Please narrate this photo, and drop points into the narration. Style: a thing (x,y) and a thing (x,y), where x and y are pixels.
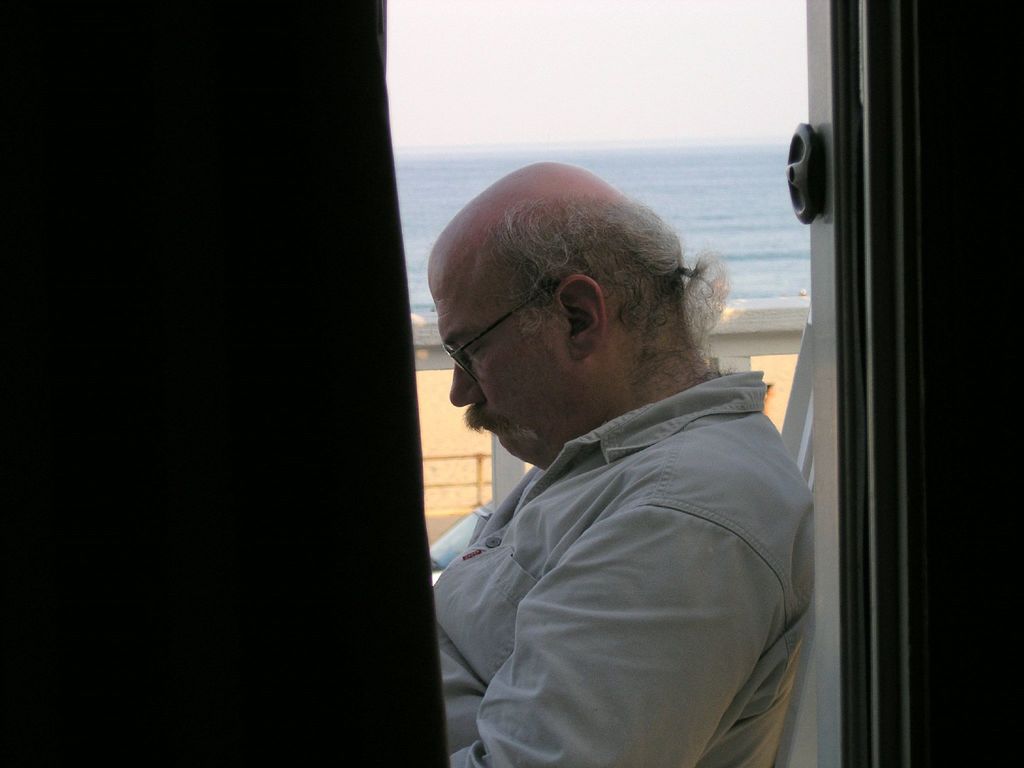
In the center of the image (639,486) we can see one person (596,590) sitting on the chair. On the left side of the image (251,522) we can see one black color object (126,333). In the background (464,59) we can see the sky (526,42), water (711,159), fence (793,312) and a few other objects (758,310).
